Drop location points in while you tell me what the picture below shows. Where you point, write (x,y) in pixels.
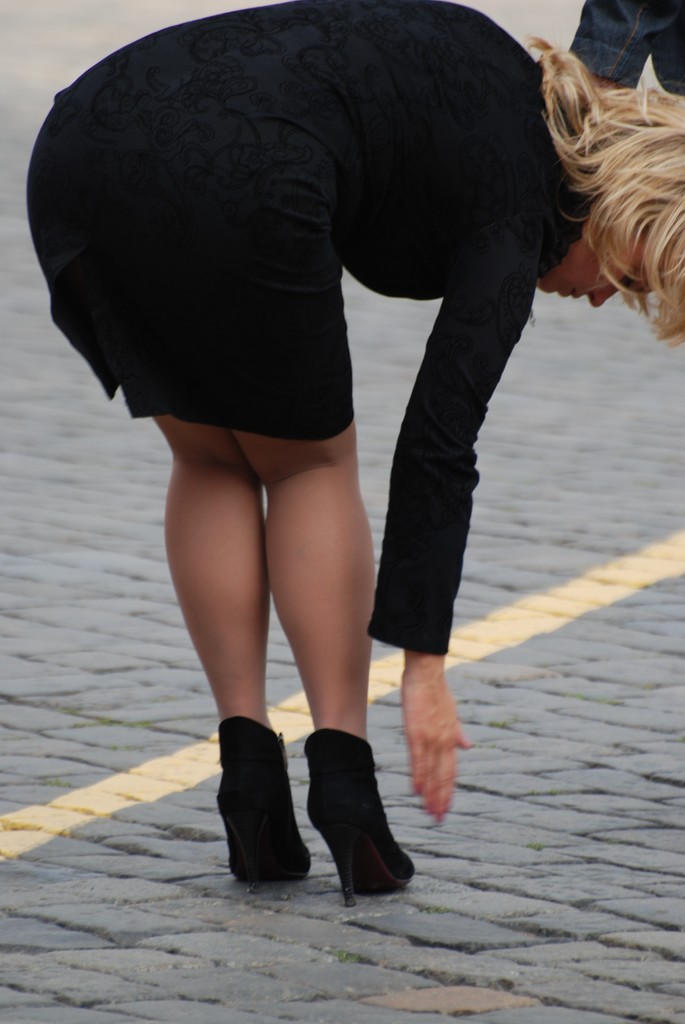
In this image I can see a woman (258,84) wearing a black color skirt (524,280) and black color shoes (368,812) and she is bending on the floor (576,874).
